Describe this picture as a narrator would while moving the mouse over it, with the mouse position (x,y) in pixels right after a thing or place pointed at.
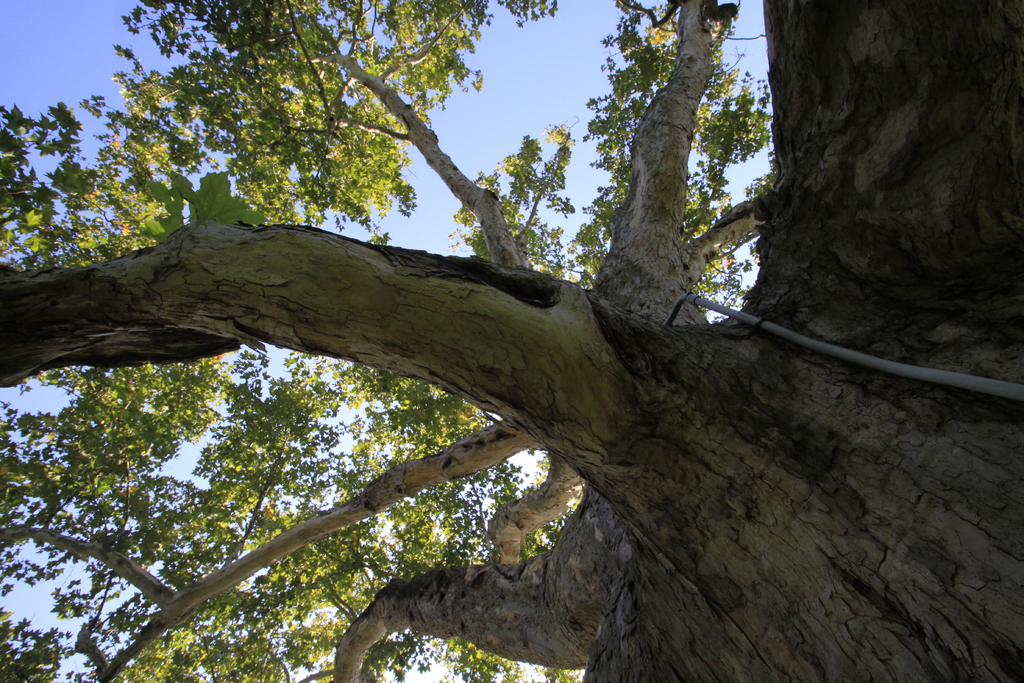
In this image we can see there are branches (646,272). In the background (554,80) we can see the sky (504,124).
